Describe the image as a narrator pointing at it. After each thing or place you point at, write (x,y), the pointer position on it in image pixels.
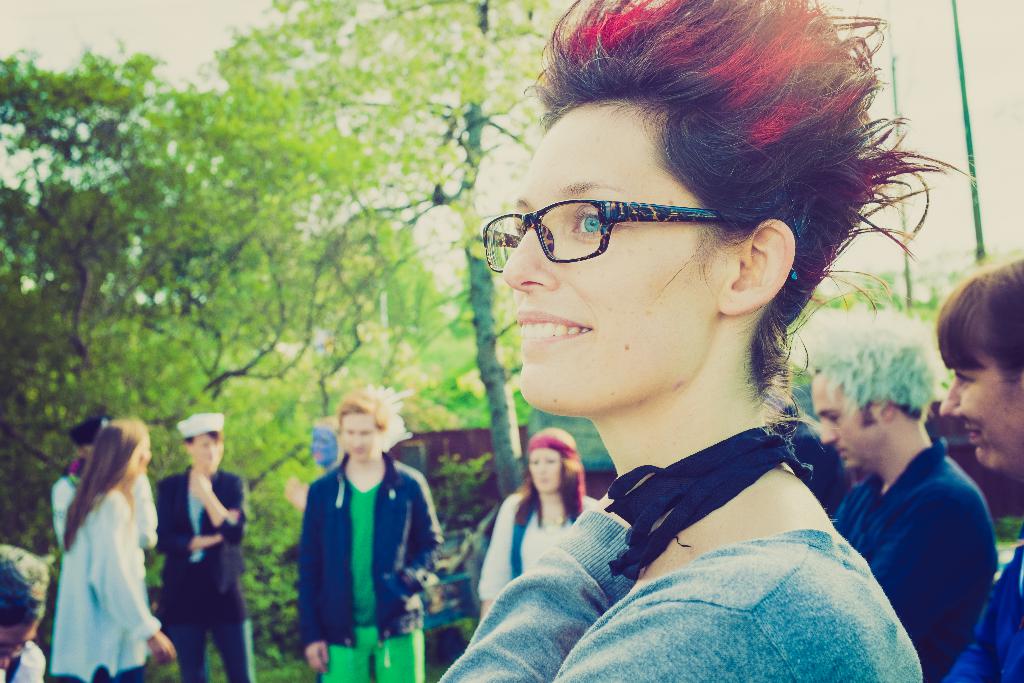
In this image we can see a woman (699,344) wearing the glasses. We can also see a group of people (439,528) standing, a group of trees (19,497), some poles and the sky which looks cloudy.
